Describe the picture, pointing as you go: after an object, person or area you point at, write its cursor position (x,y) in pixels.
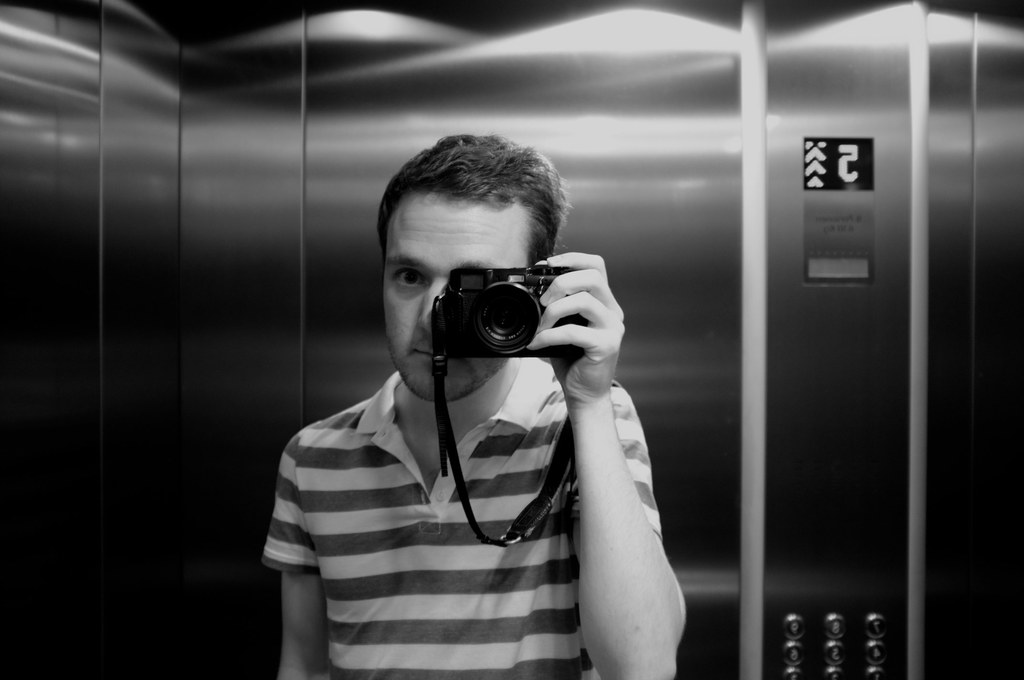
This picture is taken inside the lift (839,477), In this picture in the middle (465,306) there is a man (615,554) standing and holding a camera (474,317) which is in black color, In the background (337,59) there are doors (319,66) of the lift (579,46) which are in black color.
